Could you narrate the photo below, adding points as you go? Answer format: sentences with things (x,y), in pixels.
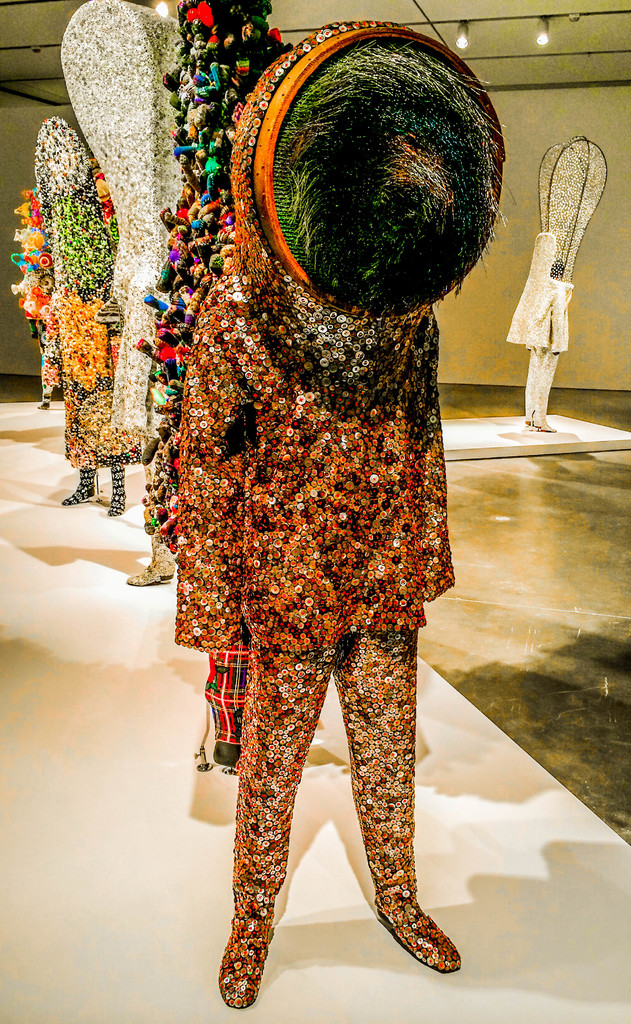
In this image we can see so many different type of statues (263,456) on the white platform (127,1022).
